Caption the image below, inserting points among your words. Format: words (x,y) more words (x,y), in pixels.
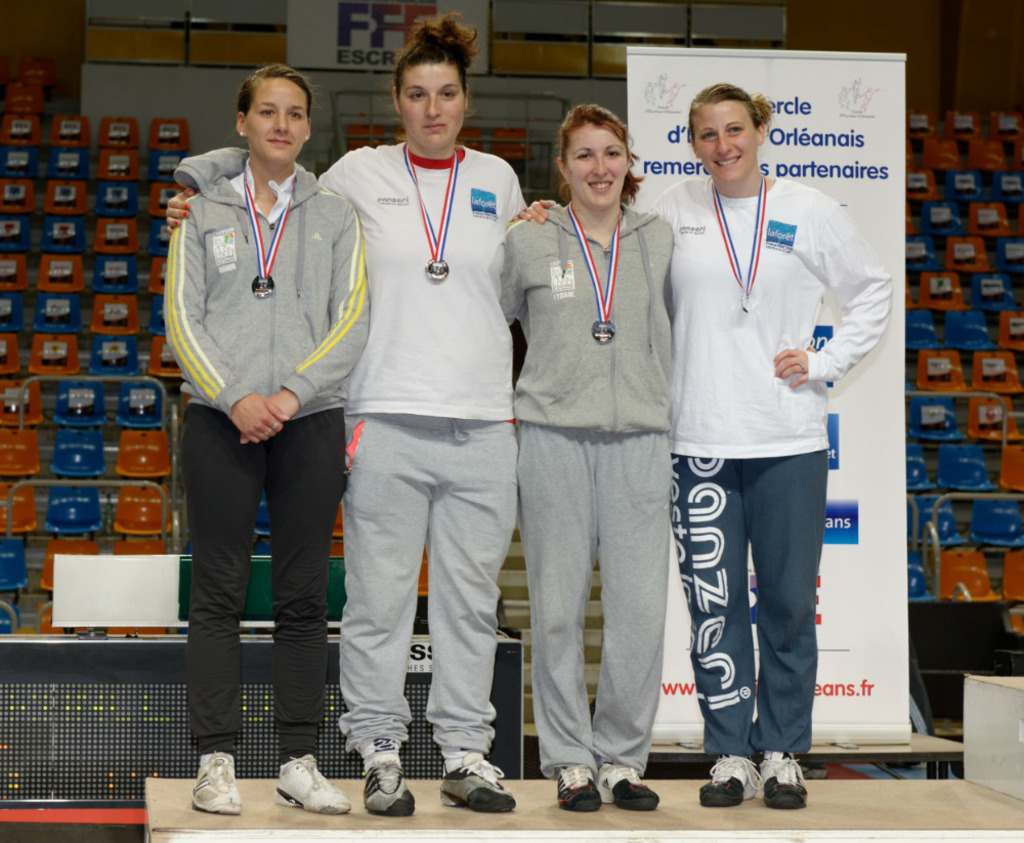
In the center of the picture (576,324) there are women (325,245) standing wearing medals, the women (622,264) are standing on a stage (402,839). In the center of the picture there is a banner (839,617) and other objects (83,668). At the top (682,37) there are chairs (72,230), board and wall (584,63).
